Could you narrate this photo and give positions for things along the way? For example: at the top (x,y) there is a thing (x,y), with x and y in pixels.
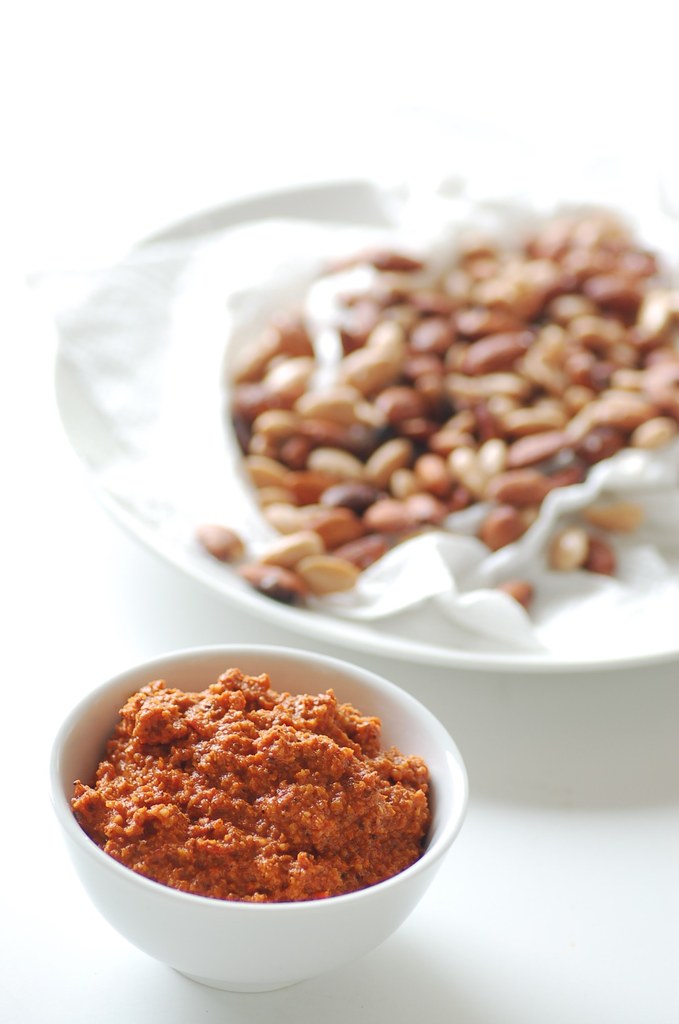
This image consists of food (310,519) which is on the plate (395,407) and in the front (266,800) there is a food (270,798) which is inside the bowl (300,911) which is white in colour.
